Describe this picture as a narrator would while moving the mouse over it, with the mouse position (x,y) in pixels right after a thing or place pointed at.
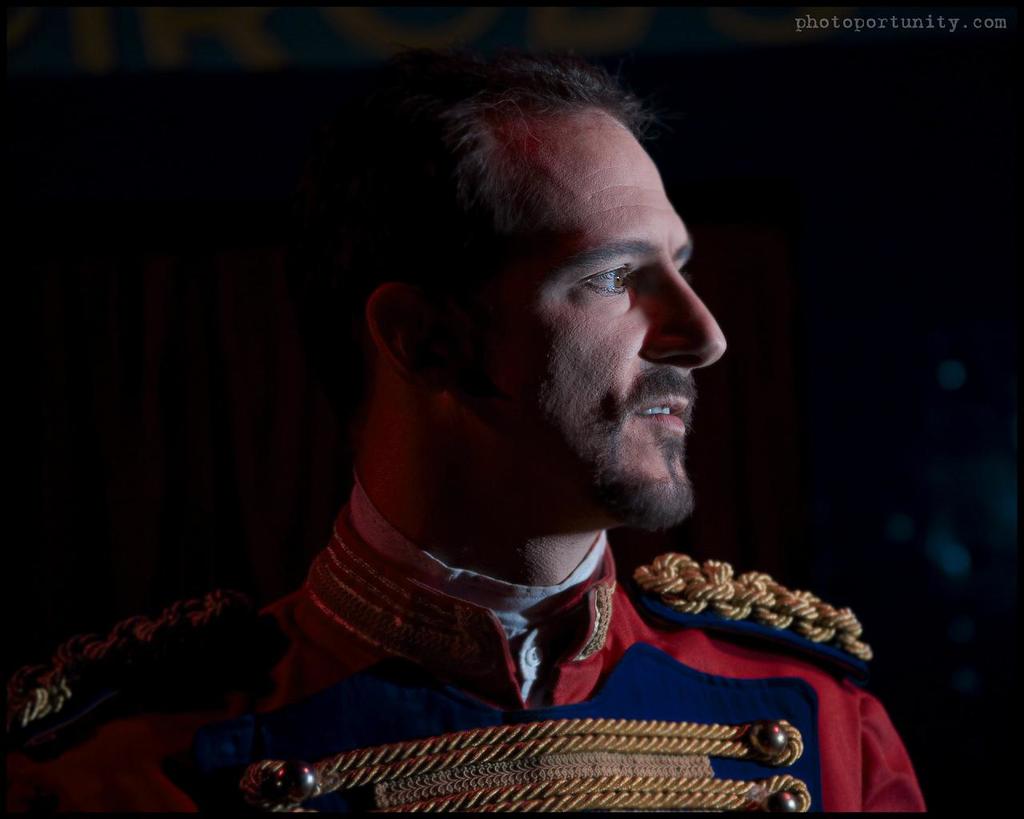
In the center of the image (679,464) there is a person (757,596). He is wearing a red color dress (585,640). At the top corner of the image (802,32) there is some text (799,18) printed.
